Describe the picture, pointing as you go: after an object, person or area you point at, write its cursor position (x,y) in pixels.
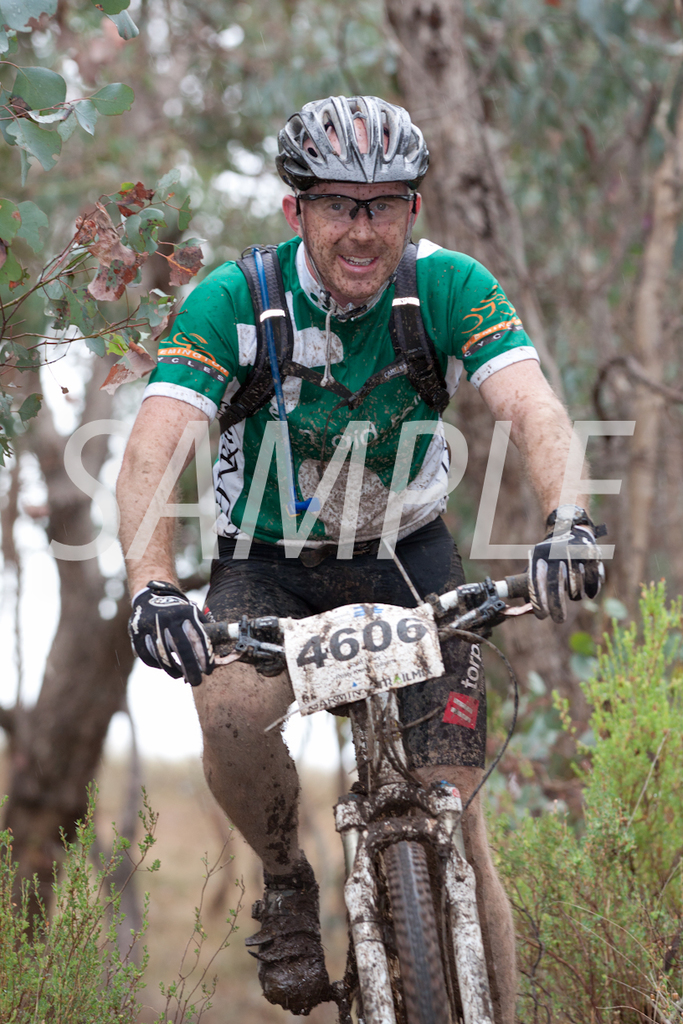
In this image there is a person (360,406) wearing a helmet (382,173), goggles (370,211) and riding a bicycle (438,604), there is a mud (372,836) attached to the bicycle (340,820) and the person's legs (482,854), there are a few plants (17,972) and trees (190,530).
